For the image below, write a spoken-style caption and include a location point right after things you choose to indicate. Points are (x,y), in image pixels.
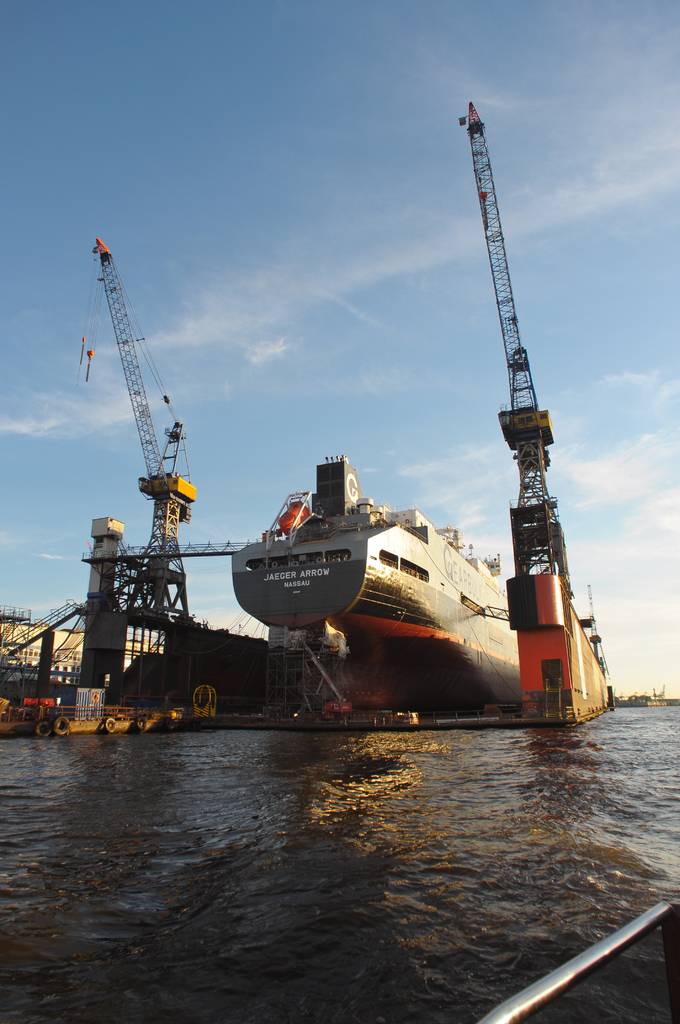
In this image in the center (423,642) there is a ship (356,653) and there are cranes (179,484). In the front (377,790) there is water (472,827) and the sky (309,230) is cloudy.
